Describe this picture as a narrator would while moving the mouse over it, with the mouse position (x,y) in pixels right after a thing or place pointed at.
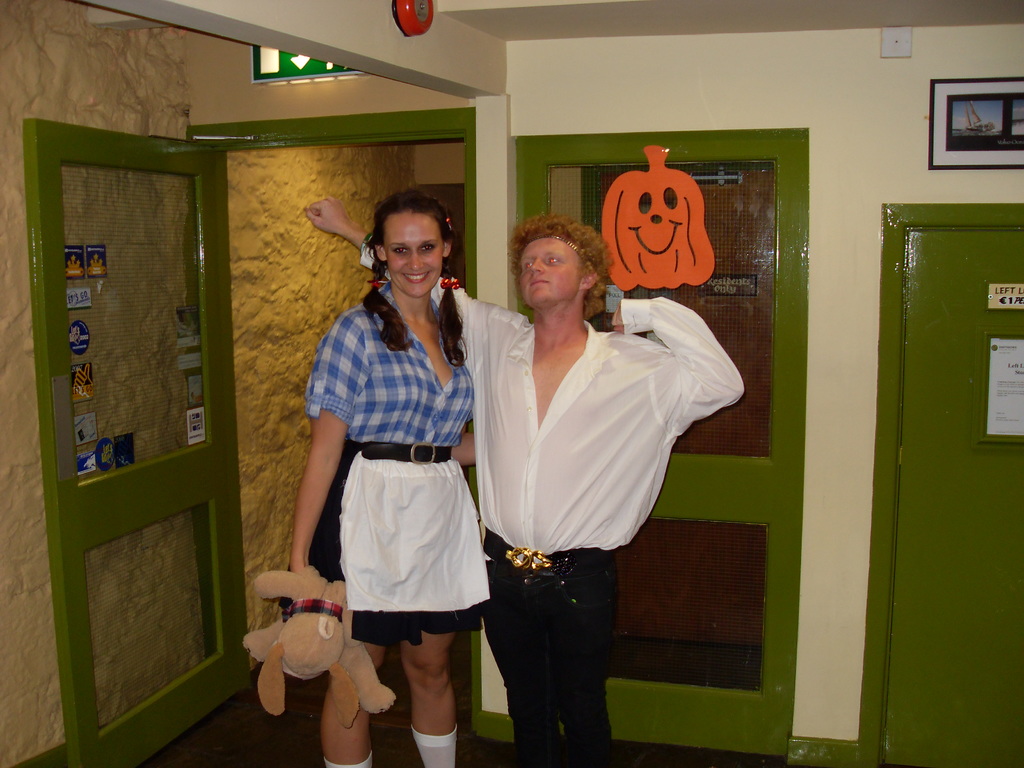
In this picture we can see two people (541,678) and in the background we can see a wall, doors (705,133), posters (1012,120) and some objects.
